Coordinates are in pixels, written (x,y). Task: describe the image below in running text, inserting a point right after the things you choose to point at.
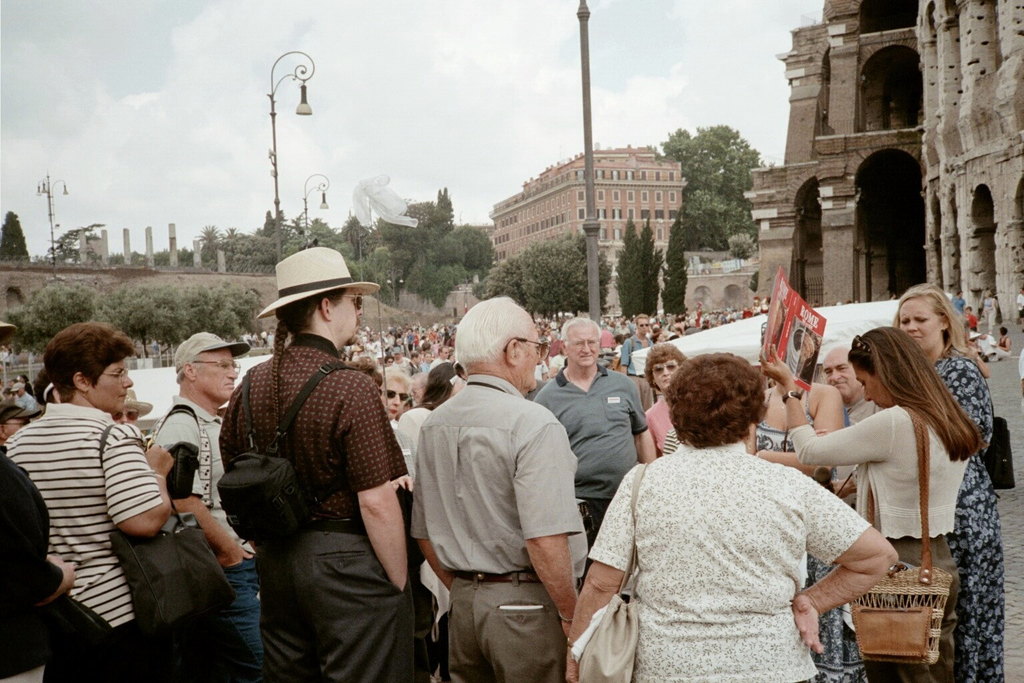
This picture is clicked outside the city. In this picture, we see many people (426,463) standing on the road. The woman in the white shirt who is wearing handbag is holding a poster (805,342) in her hands (783,359). Behind them, we see a white color tent (746,331). There are trees (143,301), street lights (288,81), poles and buildings (536,235) in the background (554,199). At the top of the picture (552,75), we see the sky (356,58).
